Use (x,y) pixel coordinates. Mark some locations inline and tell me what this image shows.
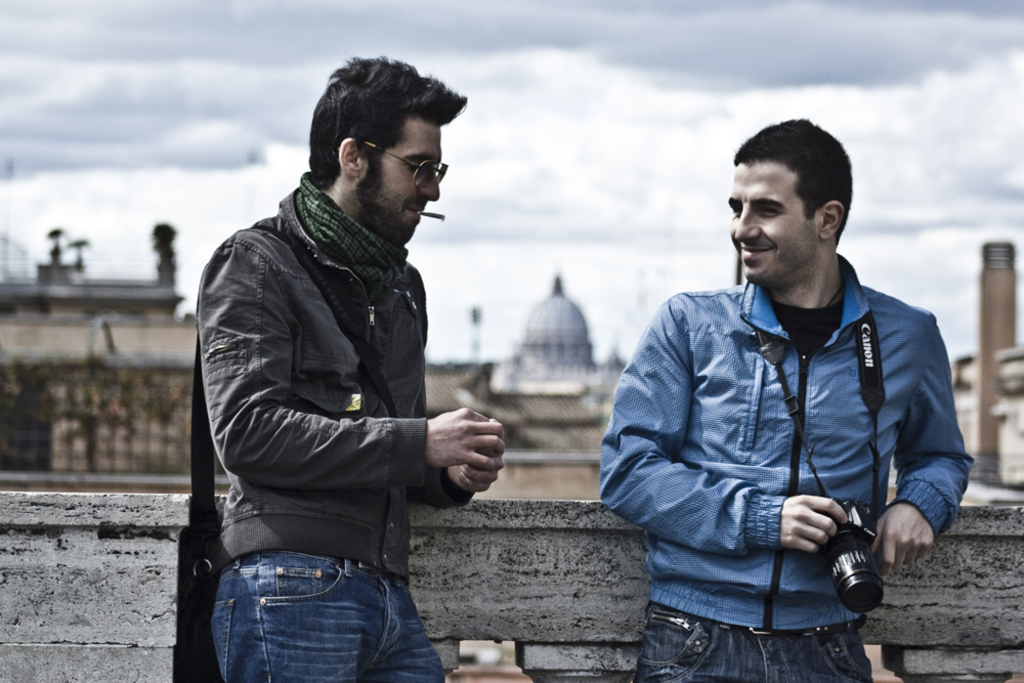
In this picture we can see two men (326,457), the left side man (378,415) wore spectacles (435,178), and the right side person (801,458) holding a camera (846,564), in the background (608,218) we can see few buildings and clouds (584,218).
